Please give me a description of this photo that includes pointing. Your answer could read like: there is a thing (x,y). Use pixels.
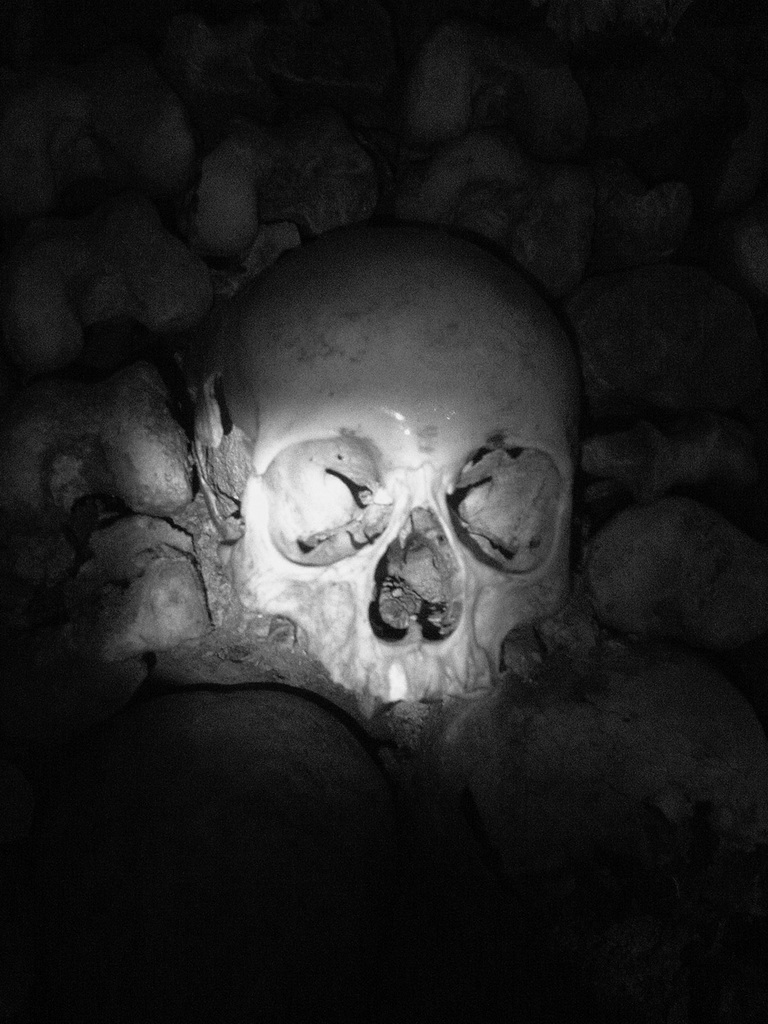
This is a black and white image. In this image we can see a skull (482,544). We can also see some stones (748,331) around it.
